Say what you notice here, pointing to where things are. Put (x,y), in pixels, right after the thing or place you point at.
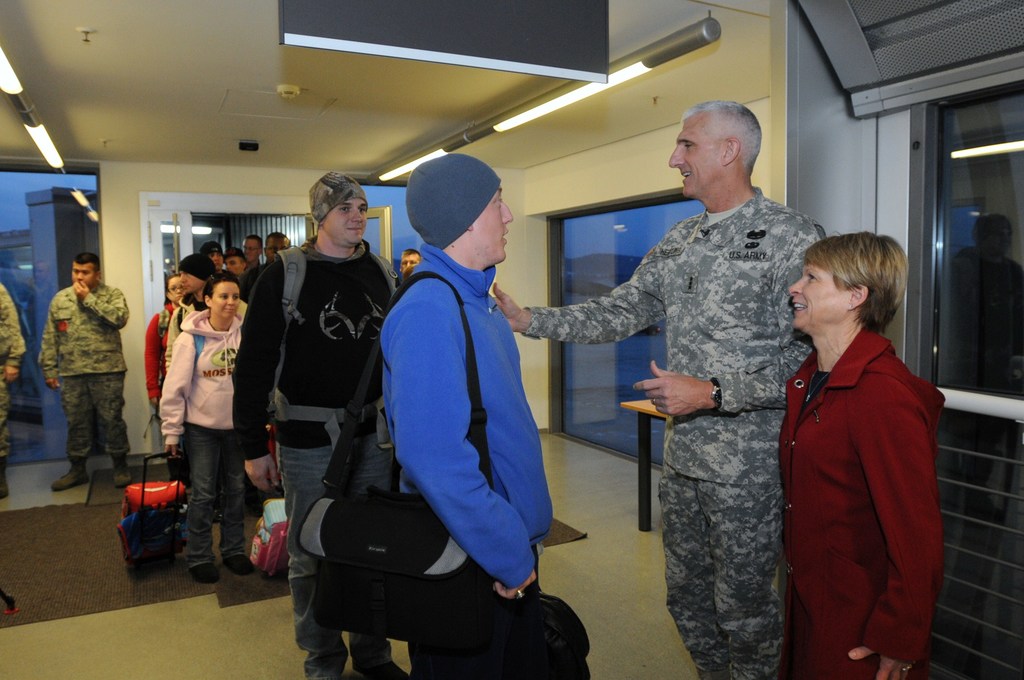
In this image I can see the group of people (483,488) standing. In front (430,443) the person (448,452) is wearing blue color dress (468,455). In the background (407,240) I can see few lights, glass walls (44,198) and I can also see the wall (603,170) in cream color.
